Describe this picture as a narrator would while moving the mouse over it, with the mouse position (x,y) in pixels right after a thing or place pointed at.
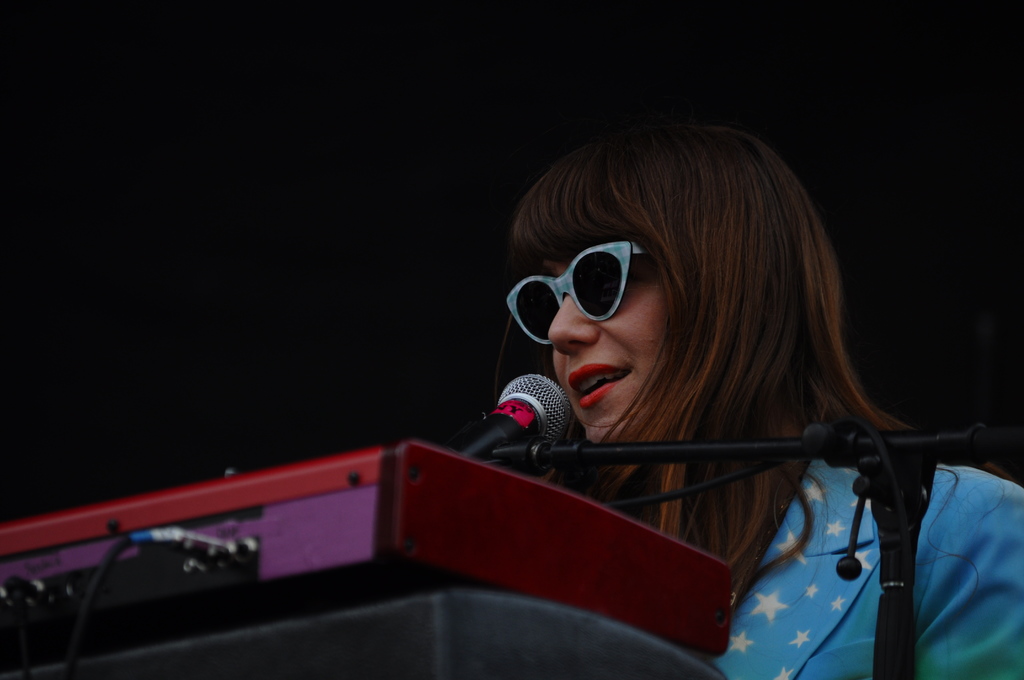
In the center of the image (547,257) we can see person (676,412) standing at the mic (535,393). At the bottom of the image (576,506) we can see keyboard (357,537).
